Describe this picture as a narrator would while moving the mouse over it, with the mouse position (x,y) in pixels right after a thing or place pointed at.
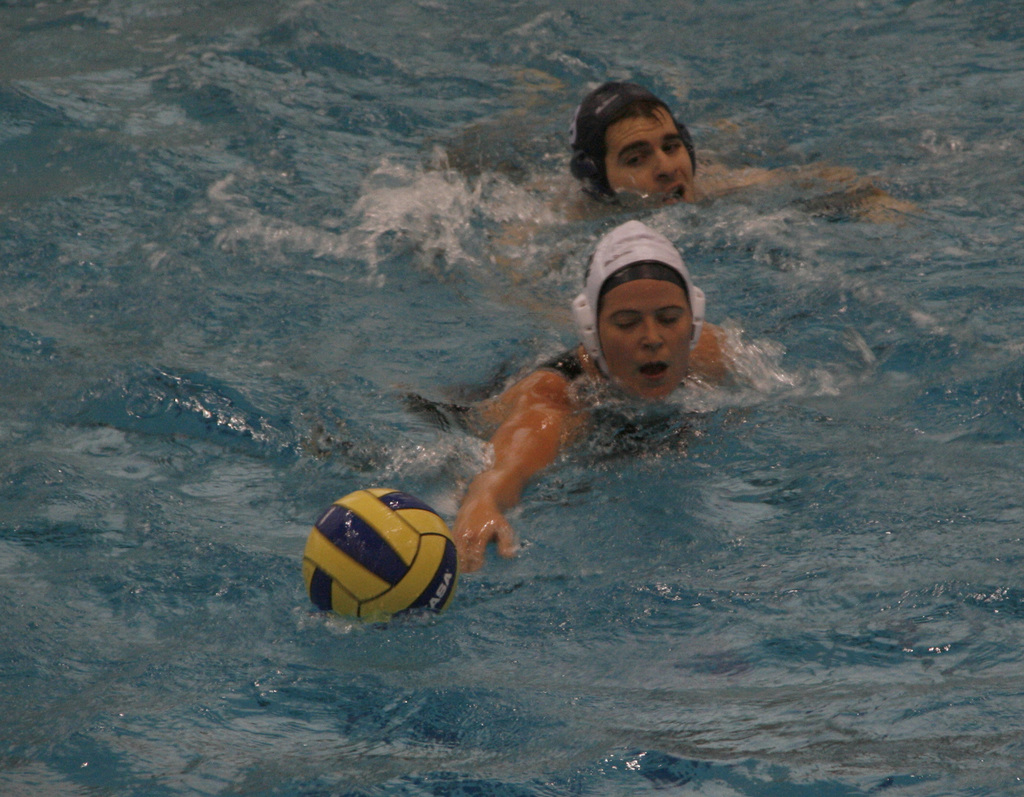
In this image we can see two persons (514,398) and a ball (379,575) in the water (766,323). In the background of the image (503,364) there is water (138,376).
